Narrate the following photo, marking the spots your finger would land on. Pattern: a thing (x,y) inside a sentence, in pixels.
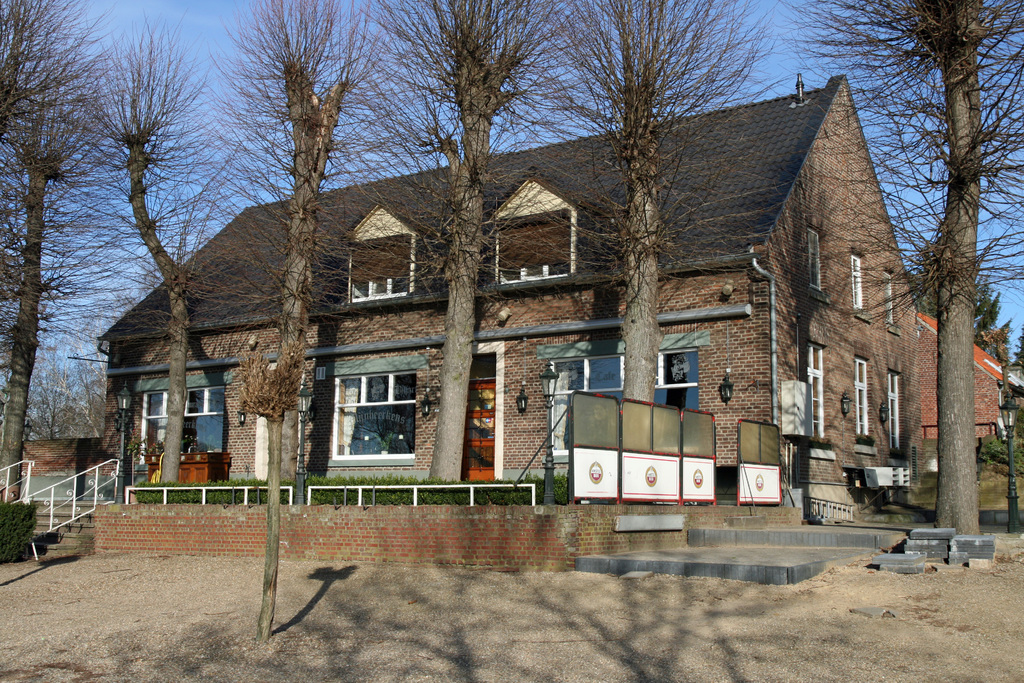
This picture shows a building (845,187) and we see trees (17,210) and few lights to the wall (762,382) and we see glass windows (691,352) and a plant (0,535) and we see a blue sky (389,37).
